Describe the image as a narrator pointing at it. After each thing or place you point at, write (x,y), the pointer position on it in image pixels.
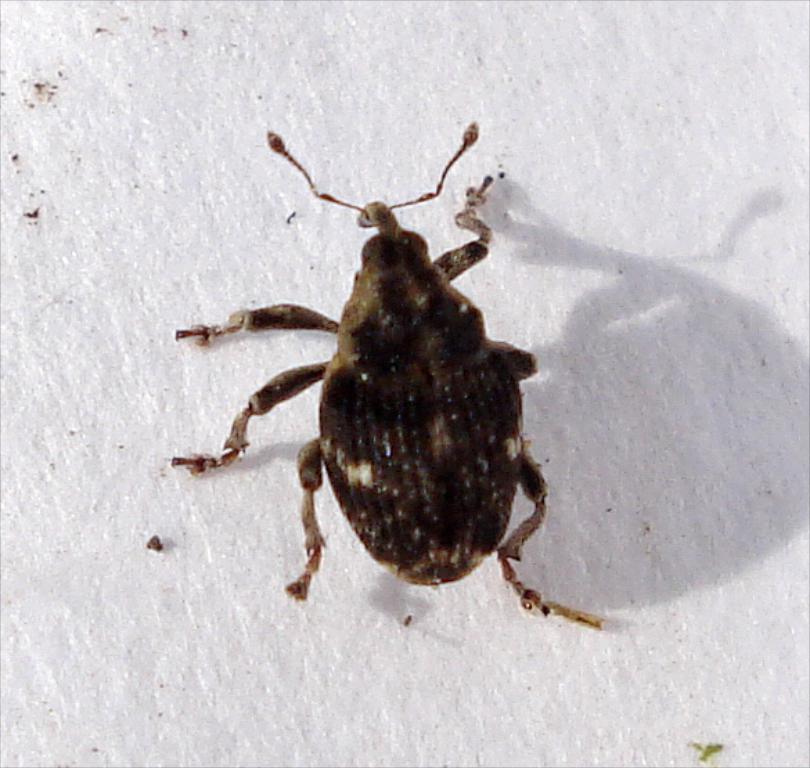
In this image, we can see an insect (360,380) on the ground (180,542). We can also see the shadow (623,442) of the insect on the ground (802,579).
